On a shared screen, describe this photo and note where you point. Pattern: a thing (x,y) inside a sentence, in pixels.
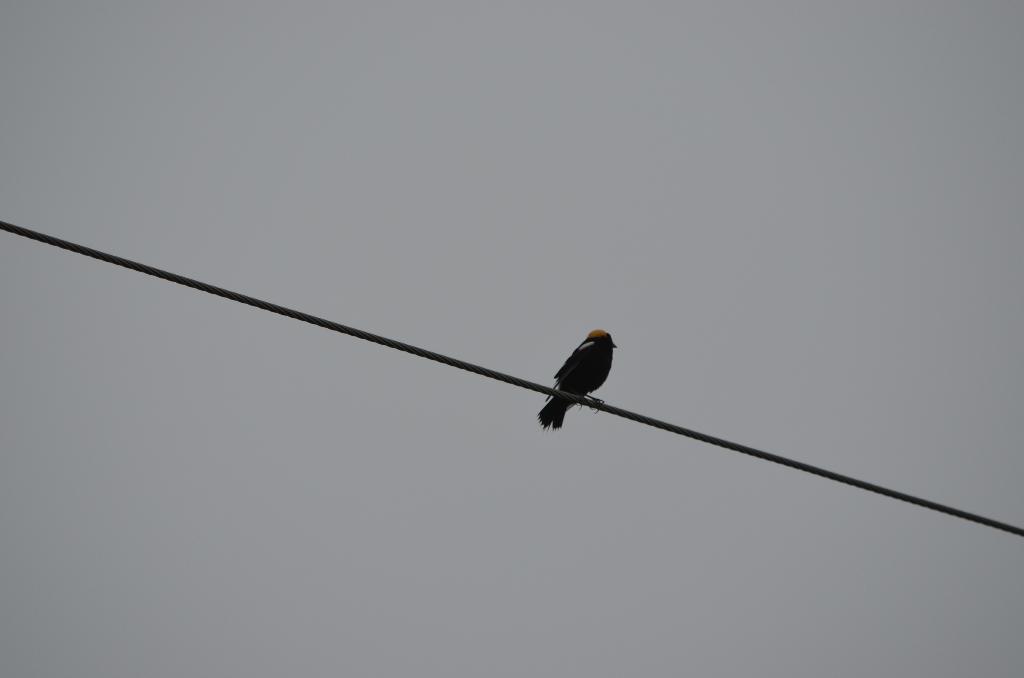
In this image I can see a bird (561,369) on the wire (410,347). In the background (568,187), I can see the sky (638,187).
